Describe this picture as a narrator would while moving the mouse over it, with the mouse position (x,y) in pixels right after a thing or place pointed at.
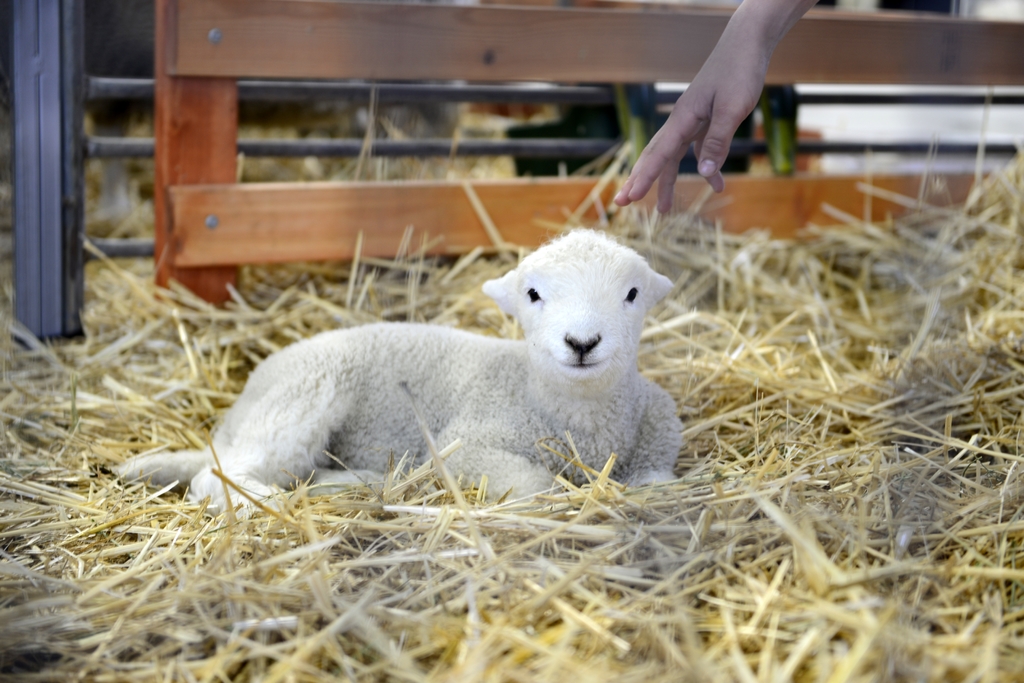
In this picture I can see a person hand (686,91), baby sheep (458,355) sitting on the dry grass (306,575).
